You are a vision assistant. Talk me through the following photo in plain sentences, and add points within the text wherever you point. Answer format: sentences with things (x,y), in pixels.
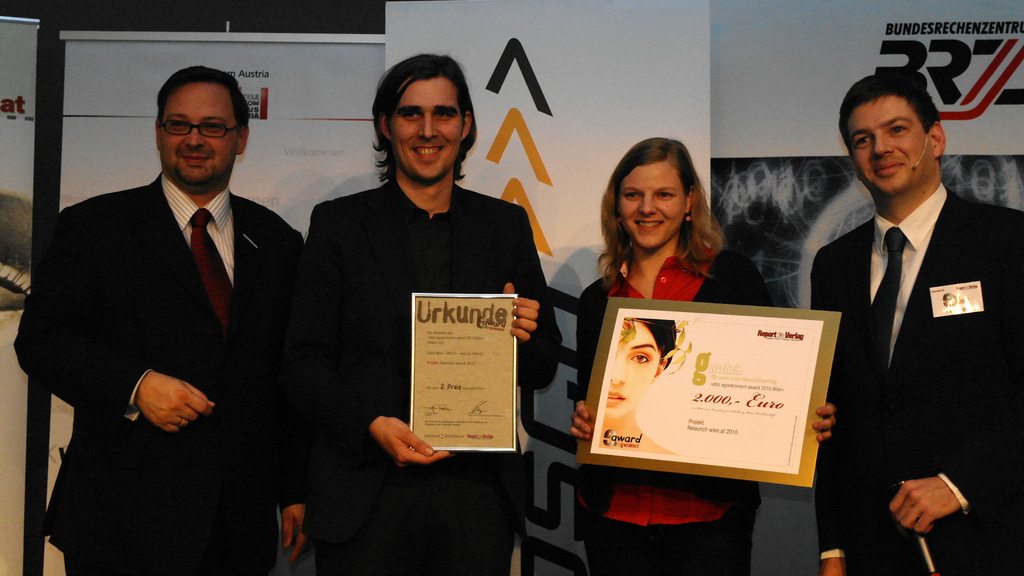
In this picture there is a woman (699,193) who is wearing blazer (712,284), shirt (671,272) and trouser (688,560). She is holding a photo frame (628,389). On the right (978,466) we can see a man (958,339) who is wearing suit (933,376). On the left (263,371) there is a man (267,292) who is wearing spectacle (184,131), suit (153,342) and trouser (152,574). He is standing near to the banner (306,147). Beside him we can see another man (473,257) who is holding a certificate (462,397).
